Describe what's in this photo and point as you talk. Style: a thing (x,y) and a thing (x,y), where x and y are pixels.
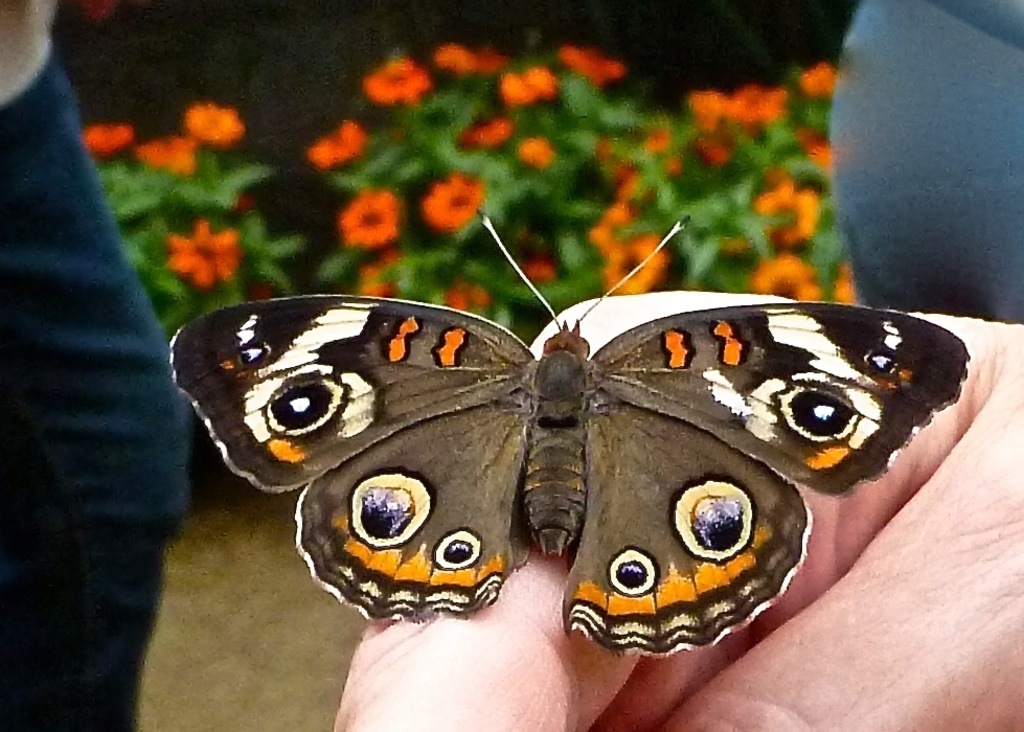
In this image a person's hand (848,644) is visible. A butterfly (678,565) is on the hand (629,679). Left side (9,207) a person (66,544) is standing on the land (198,551) having few plants (411,229). Plants (546,165) are having few flowers (545,151) and leaves (513,221).
